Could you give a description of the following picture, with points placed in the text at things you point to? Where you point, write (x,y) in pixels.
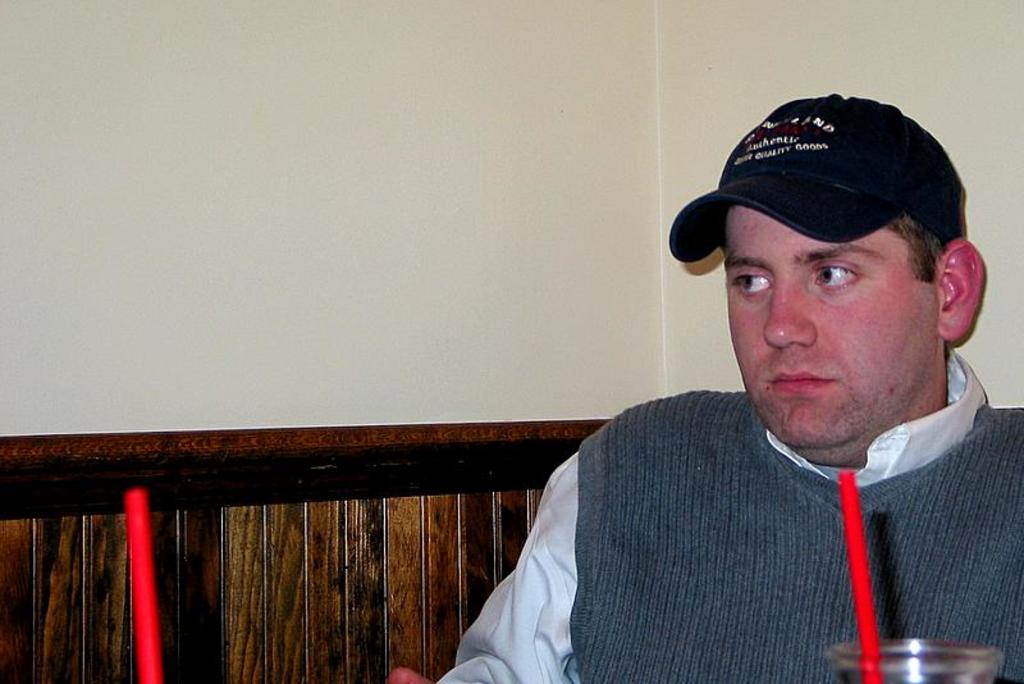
In the foreground of this image (835,461), there is a man (835,461) on the right (789,632) and we can also see a glass (918,668) with red straw (863,615). On the left (141,661), there is another red straw (141,518), wooden seat (321,548) and the wall (325,216).
